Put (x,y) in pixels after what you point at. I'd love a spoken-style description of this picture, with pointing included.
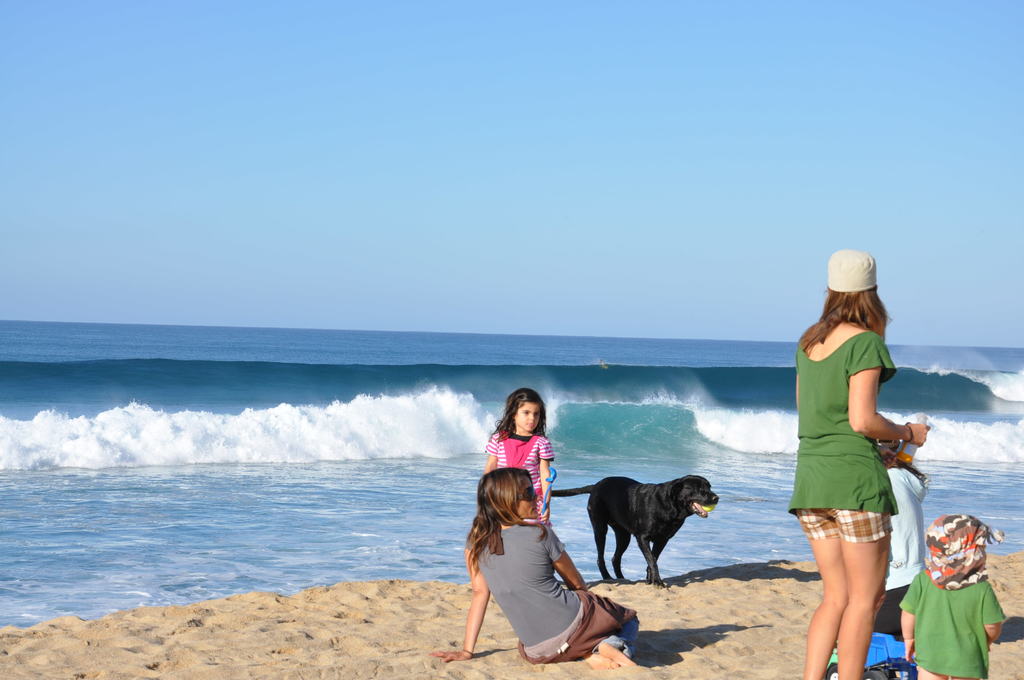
In the image we can see there is a ocean (507,361) and in front (759,635) there is a sand beach (151,647) on which people (552,613) are sitting and standing and the dog (655,545) is carrying ball (713,508) in his mouth (694,503).
